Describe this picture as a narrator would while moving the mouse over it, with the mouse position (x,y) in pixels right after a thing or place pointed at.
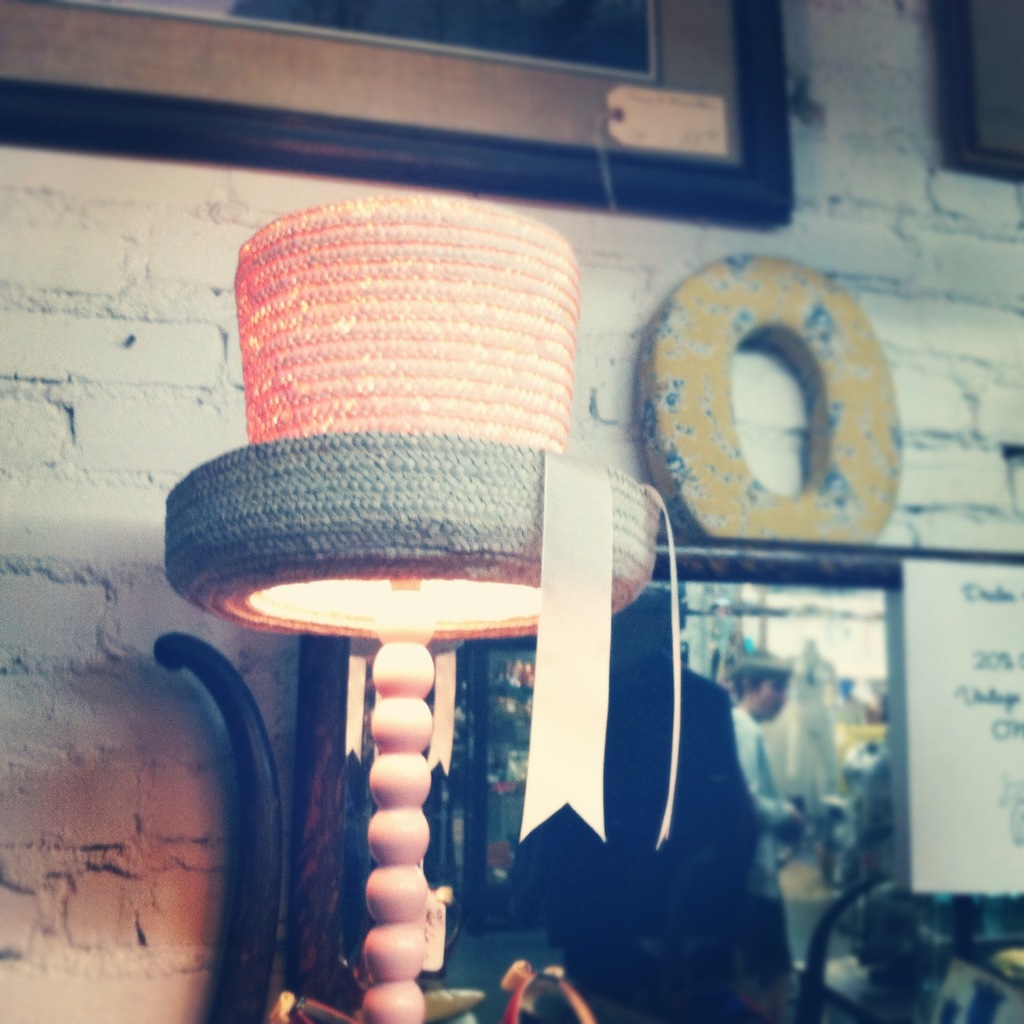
In the center of the picture (500,464) there is a lamp (317,532) like a hat (403,441) in rose color, behind the lamp (401,524) there is a mirror (819,656). At the top (585,64) there are frames (520,74). In this picture there is a brick wall (217,334) painted white and there are other object (263,962).
